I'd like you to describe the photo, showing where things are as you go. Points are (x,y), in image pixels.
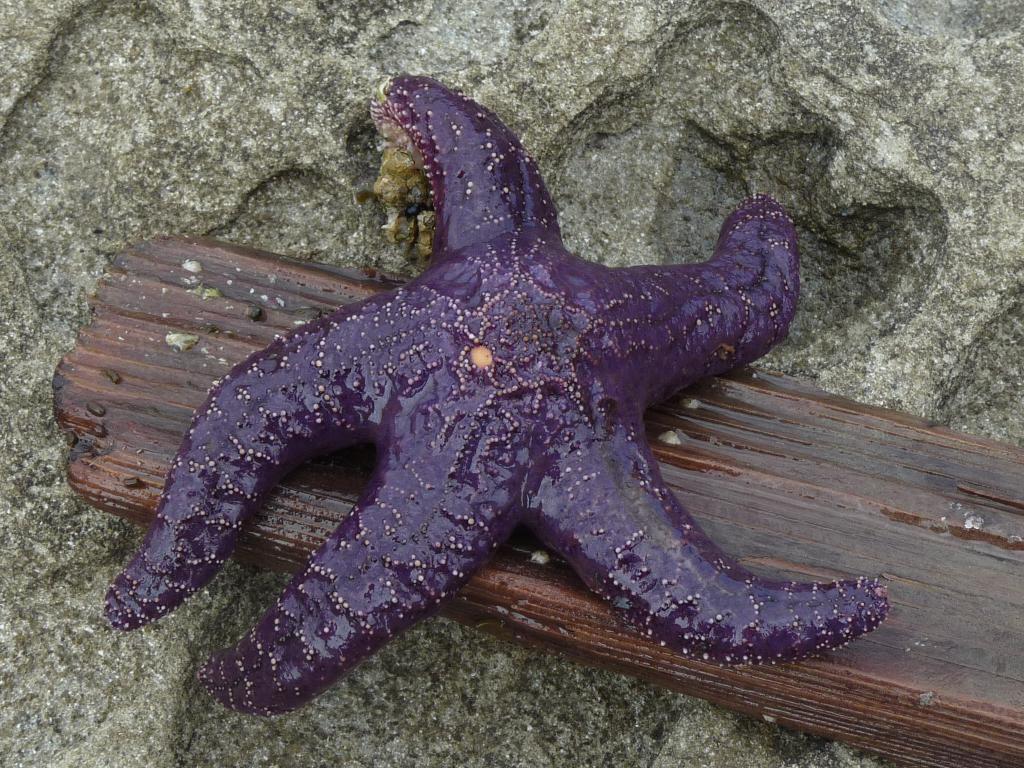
In this image, we can see a starfish (289,598) on the wooden object (990,682). Background (993,276) there is a stone surface (464,52).
